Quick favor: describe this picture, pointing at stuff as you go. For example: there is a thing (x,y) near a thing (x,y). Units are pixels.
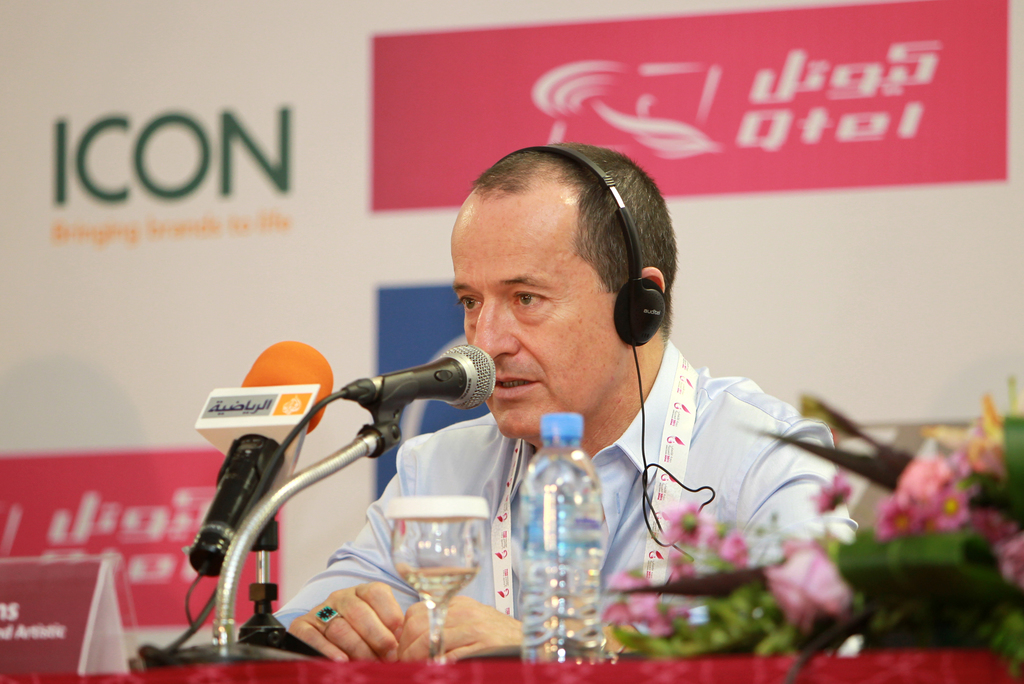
In the foreground of this image (594,408), there is a man (651,443) sitting and there are mics (260,483), glass (430,569), bottle (552,644), table (298,678), name board (113,627) and a bouquet (750,606) in front of him. In the background (142,376), there is a banner wall (531,141).
